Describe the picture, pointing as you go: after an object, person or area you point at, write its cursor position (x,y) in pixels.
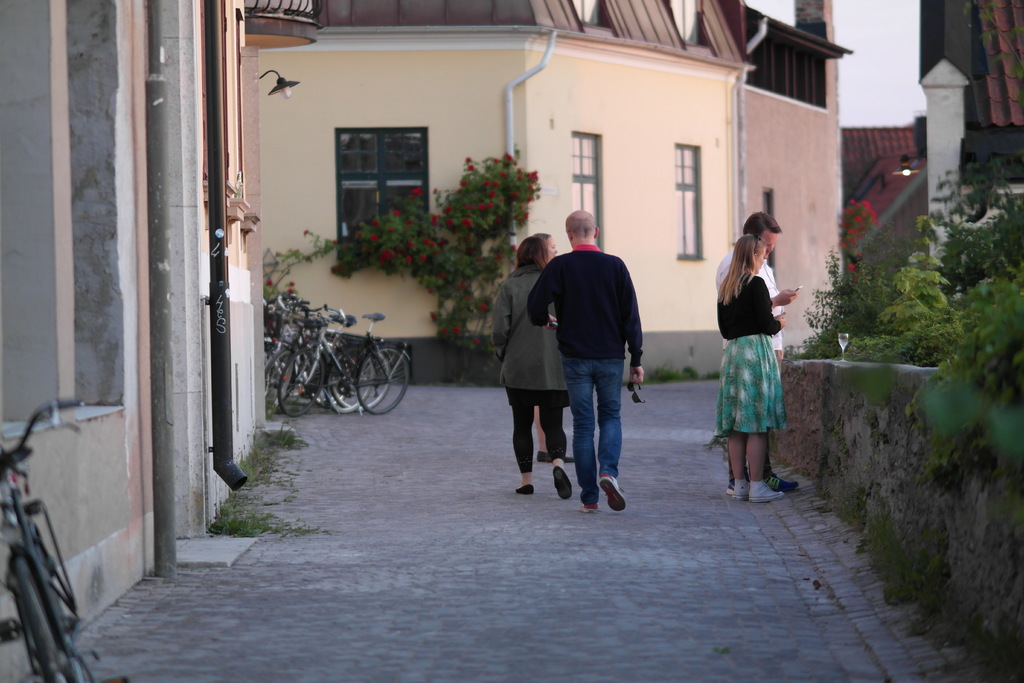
In this image I can see the ground (458,578), few bicycles (345,356) on the ground (399,610), few pipes (244,482), few persons (519,301) standing on the ground (225,553), few trees (467,272), few red colored flowers (471,253), few buildings (615,198), few lights (902,171), few windows (338,134) of the buildings (663,139) and in the background (911,51) I can see the sky (759,1).
